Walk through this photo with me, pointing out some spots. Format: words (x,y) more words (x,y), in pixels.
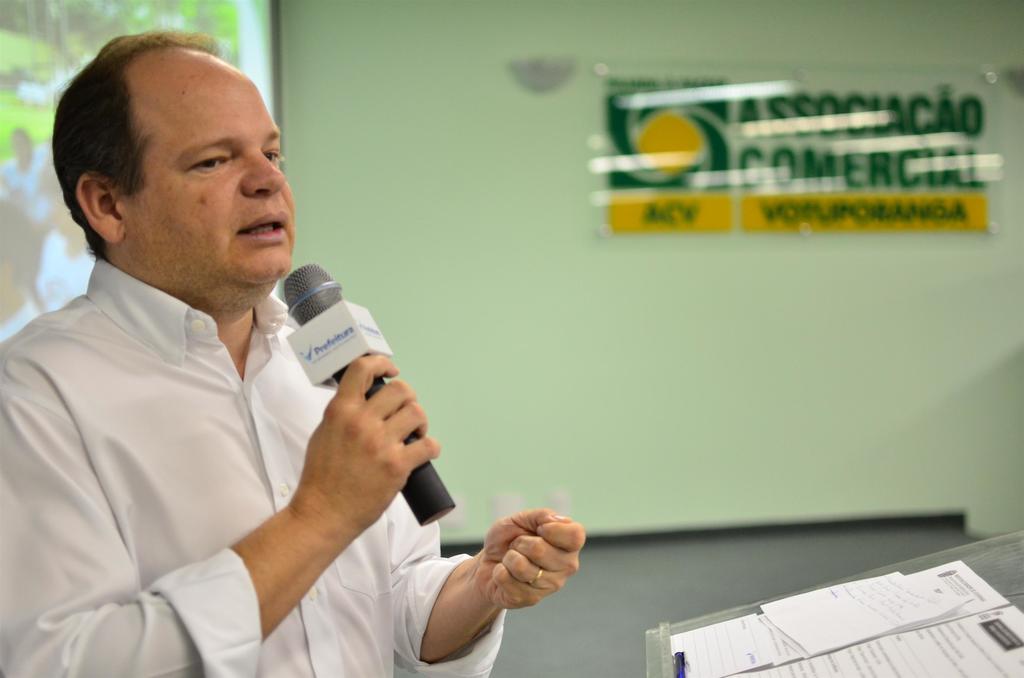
In the picture on the left (246,88) a man (297,575) is talking something into the microphone (329,326). On the right (1006,569) there is table (689,630), on the table (714,624) there are papers (889,640). On top right (931,166) there is a board (704,209). On the top left (53,53) there is a screen (127,6).
